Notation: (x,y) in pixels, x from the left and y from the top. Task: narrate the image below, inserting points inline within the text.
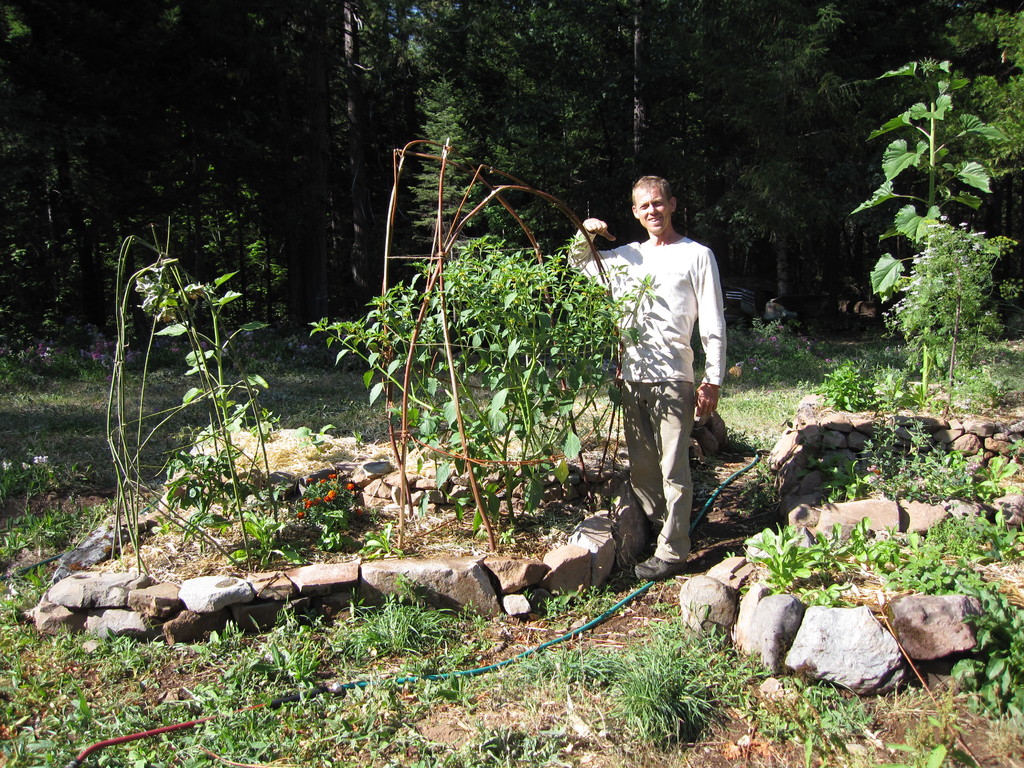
In this picture there is a person (646,254) standing. At the back (61,294) there are trees (61,294). At the bottom (430,659) there are stones (100,584) and plants (903,555) and flowers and there is a pipe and there is grass (339,750) and mud (508,721).
